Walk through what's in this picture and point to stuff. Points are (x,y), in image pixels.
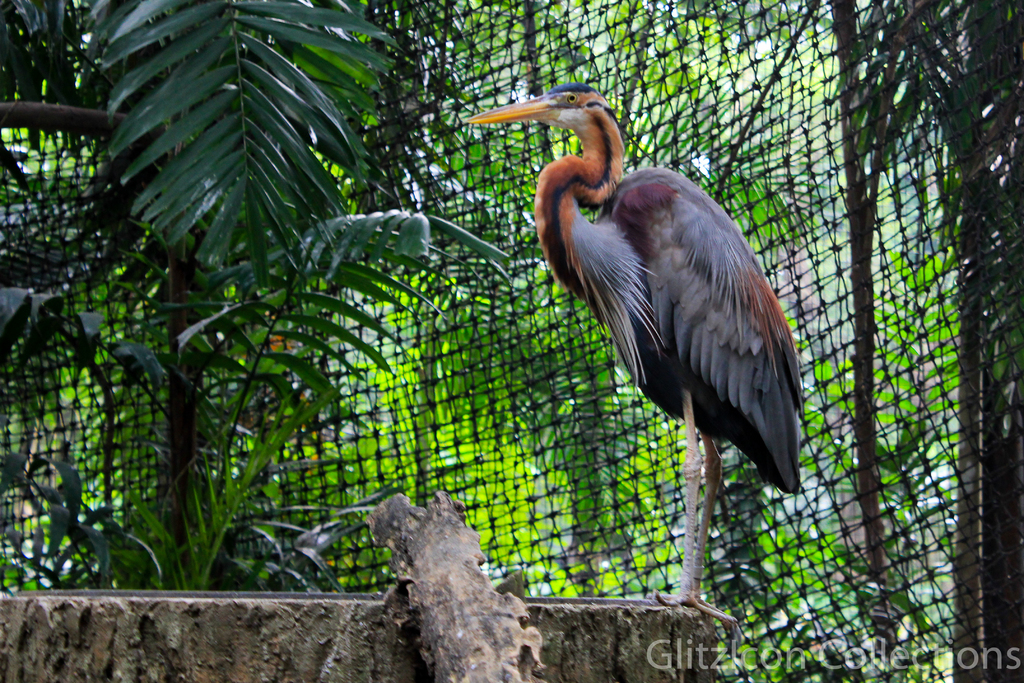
In this picture we can see a bird (690,334) is standing on the ledge (667,613) and behind the bird (656,321) there is a fence (508,281) and trees (246,263). On the image there is a watermark (840,662).
